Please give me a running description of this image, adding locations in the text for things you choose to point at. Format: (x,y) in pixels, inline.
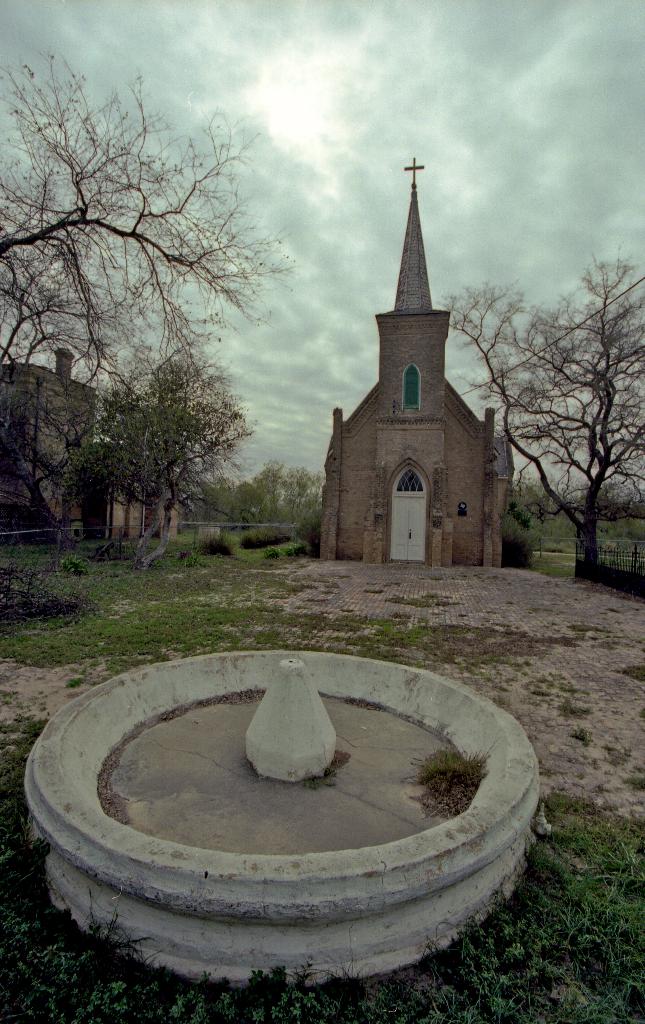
In this image we can see grass (17,943), plants (296,1011), trees (622,506), buildings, and a fountain (335,702) without water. In the background (355,235) there is sky (318,169) with clouds (463,159).
